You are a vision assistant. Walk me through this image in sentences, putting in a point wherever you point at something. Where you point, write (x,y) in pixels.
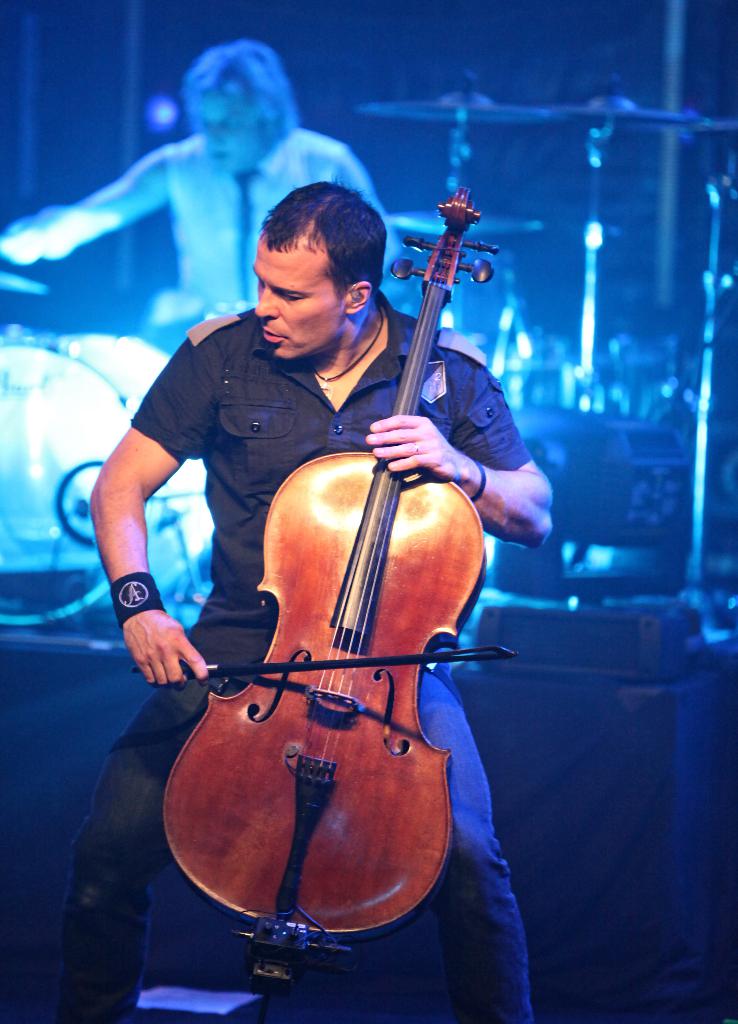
In this image we can see a person (248,604) sitting on the chair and holding a musical instrument (344,628) in his hands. In the background (74,416) there are musical instruments (94,368) and a person (189,236) sitting on the chair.
